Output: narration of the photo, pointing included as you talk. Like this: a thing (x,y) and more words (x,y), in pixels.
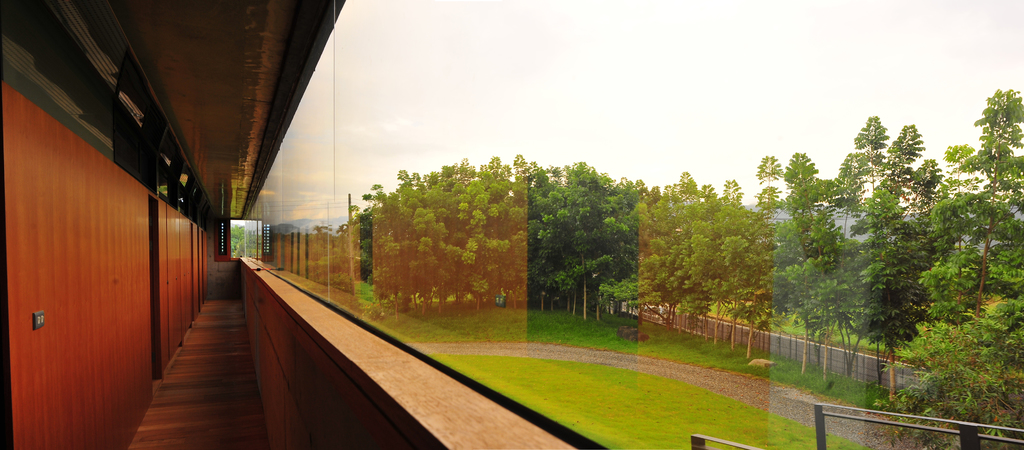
In this image we can see a building (173,296). On the right side of the image (689,258) we can see a group of trees (924,290) a barricade (899,426). In the background (901,82), we can see the sky (582,118).
